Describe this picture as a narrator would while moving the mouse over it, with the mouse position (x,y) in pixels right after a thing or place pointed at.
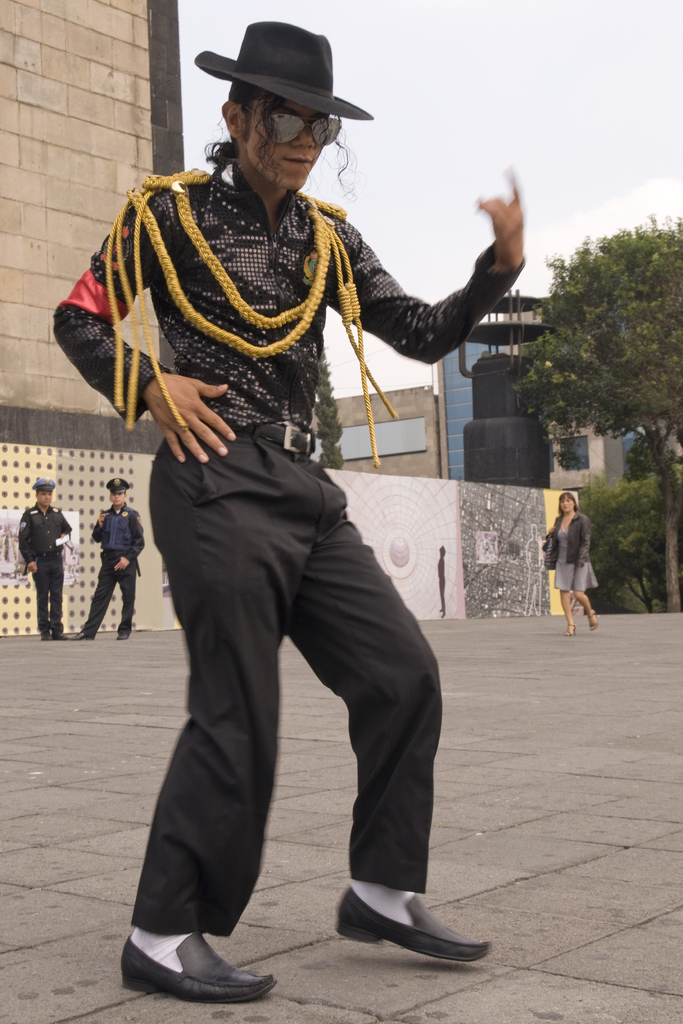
In this image in the foreground (263,463) there is one man (185,519) who is wearing a hat (254,79) and he is dancing, and in the background (52,539) there are some people (99,591) standing and one person (561,549) is walking. At the bottom (158,704) there is road (504,672), and in the background (650,388) there are buildings (600,460) and trees (605,317). At the top (465,141) there is sky (498,135).
